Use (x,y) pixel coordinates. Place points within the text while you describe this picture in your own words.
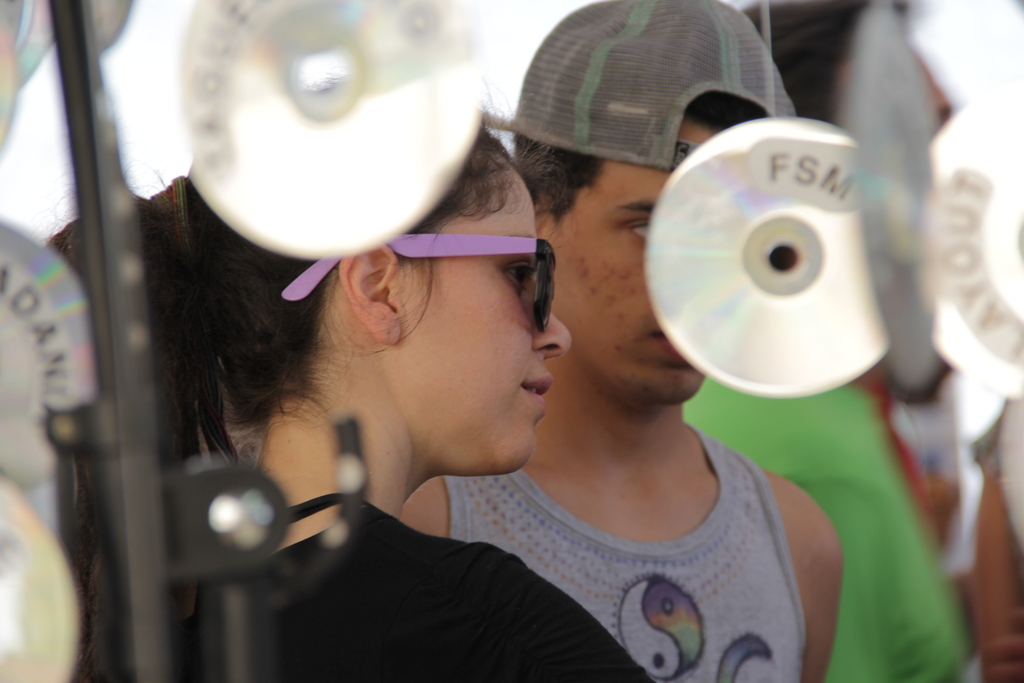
In this picture I can see few people (454,340) are standing and I can see a man (752,116) wore cap (753,81) on his head (609,311) and a woman (485,326) wore sunglasses (538,307) and I can see few compact discs (917,256) hanging and I can see text (987,331) on the compact discs (896,233).
